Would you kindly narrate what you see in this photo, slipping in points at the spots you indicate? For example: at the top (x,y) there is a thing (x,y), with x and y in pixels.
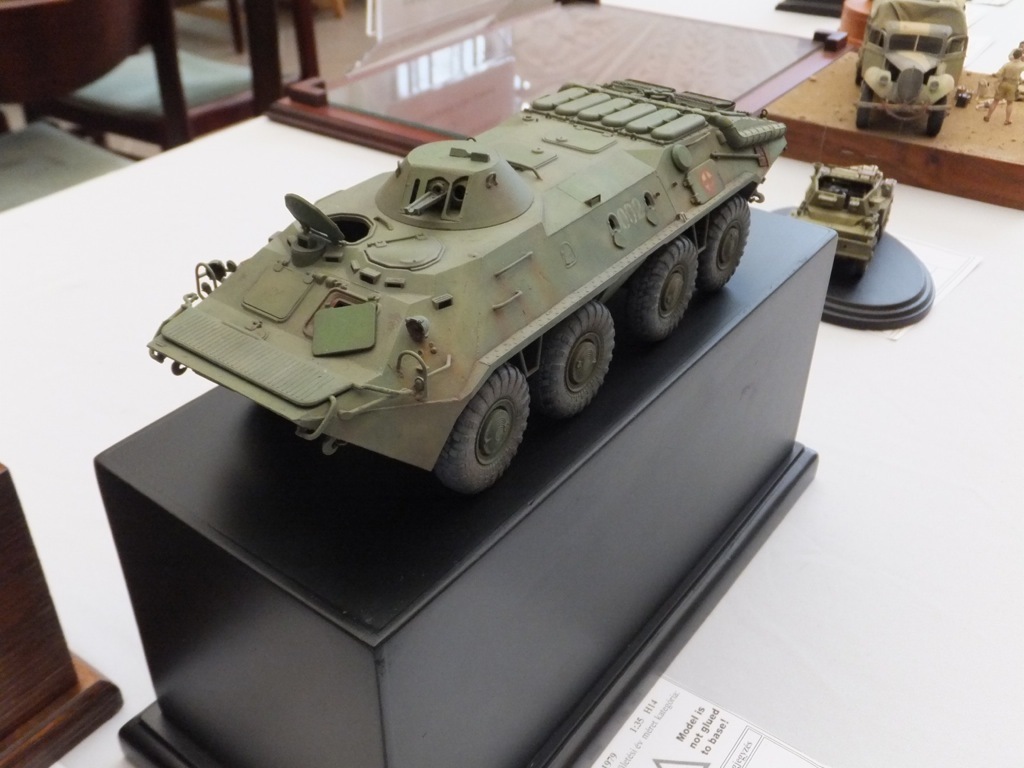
In the picture we can see army tanker vehicle structure (442,247) which is kept on the table (919,507) on the black color box (233,644) and besides we can see a toy jeep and car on the board (839,154).
